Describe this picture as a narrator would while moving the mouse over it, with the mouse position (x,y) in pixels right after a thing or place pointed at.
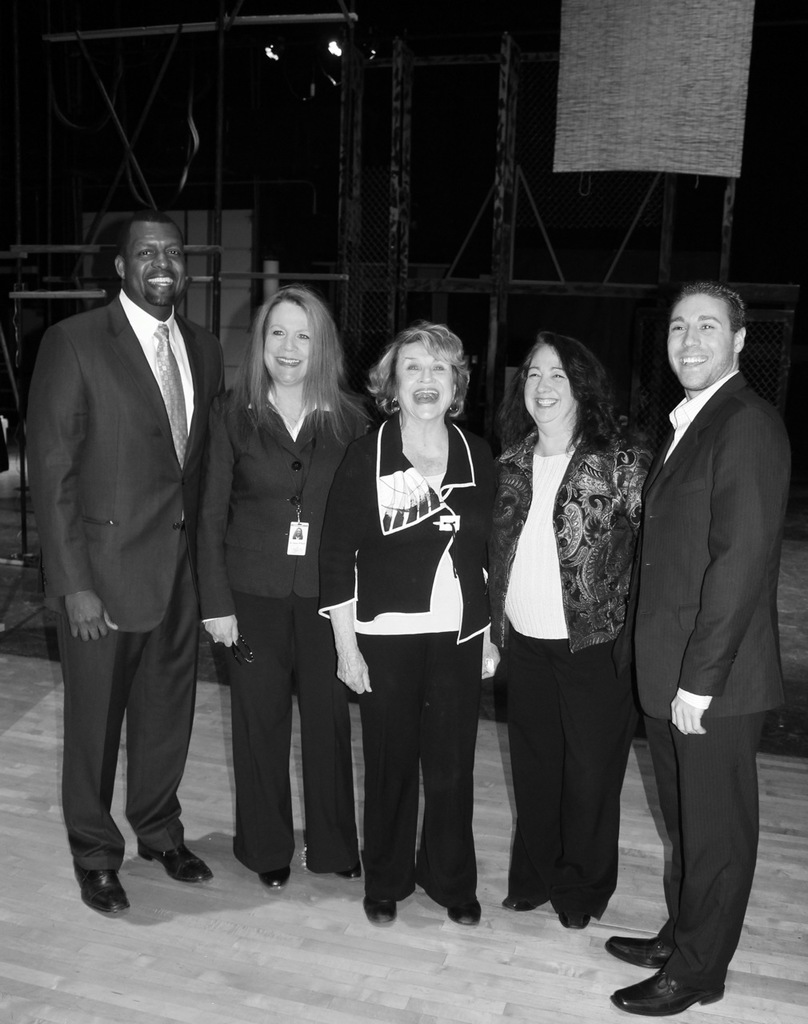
This picture is black and white image. In the center of the image (502,607) some persons (445,545) are standing. In the background of the image (364,163) we can see mesh (364,176), lights (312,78), board (702,131) are there. At the bottom of the image (364,958) floor (433,987) is there.
